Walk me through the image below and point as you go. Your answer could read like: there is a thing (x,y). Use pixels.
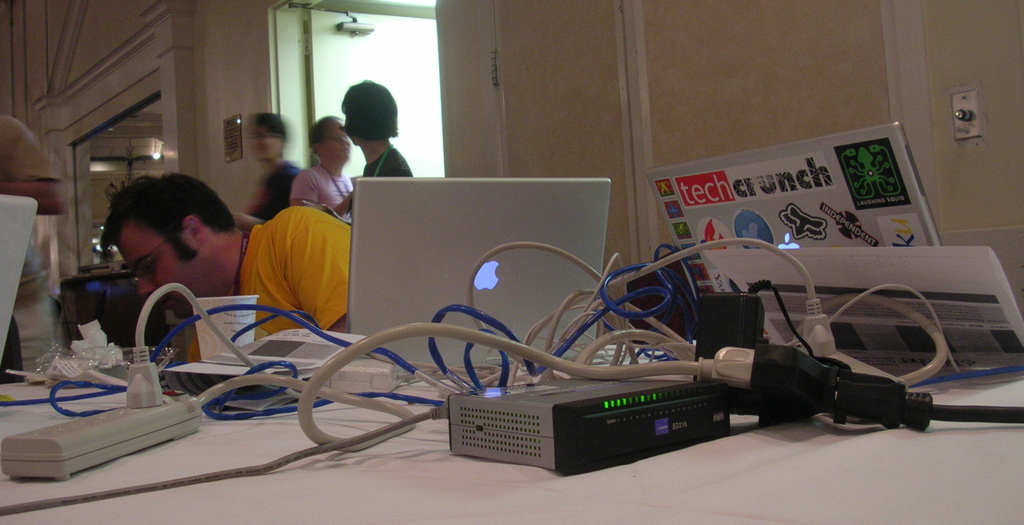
In the picture I can see electrical devices (14,454), wires (995,414), laptop (14,242) and few more objects (185,370) are placed on the table (421,432). Here I can see a person (154,267) wearing yellow color T-shirt (293,264) is sitting near the table (173,497). In the background (28,146), I can see a few people (312,181) standing, I can see the glass windows (140,159) through which I can see the lights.
